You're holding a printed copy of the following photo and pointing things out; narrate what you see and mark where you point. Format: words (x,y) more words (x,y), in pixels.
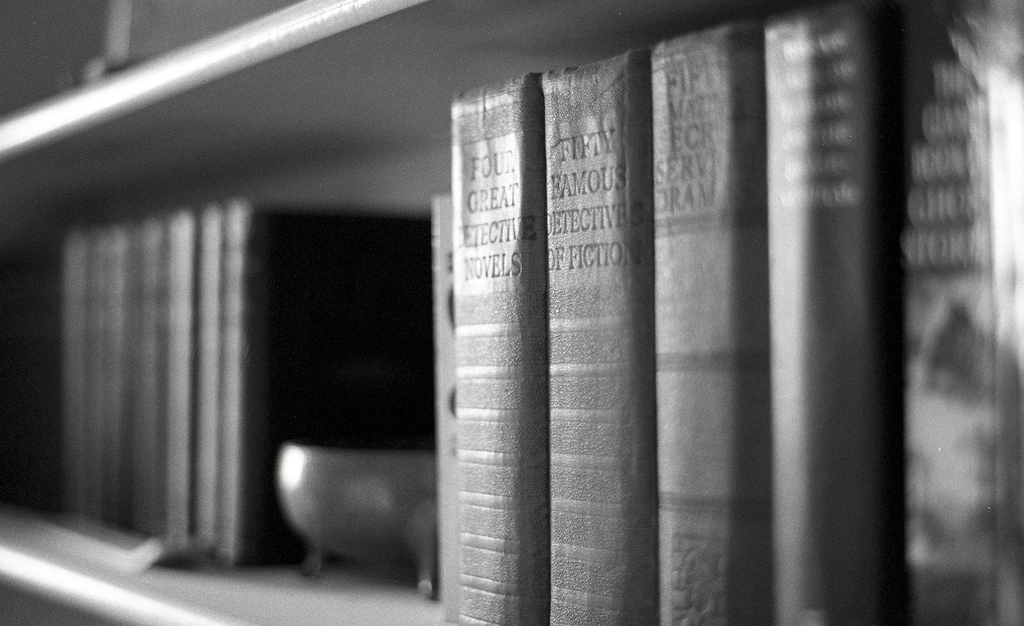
In this picture we can see a rack (234,597), there are some books (223,372) present on the rack (39,310), it is a black and white picture.
